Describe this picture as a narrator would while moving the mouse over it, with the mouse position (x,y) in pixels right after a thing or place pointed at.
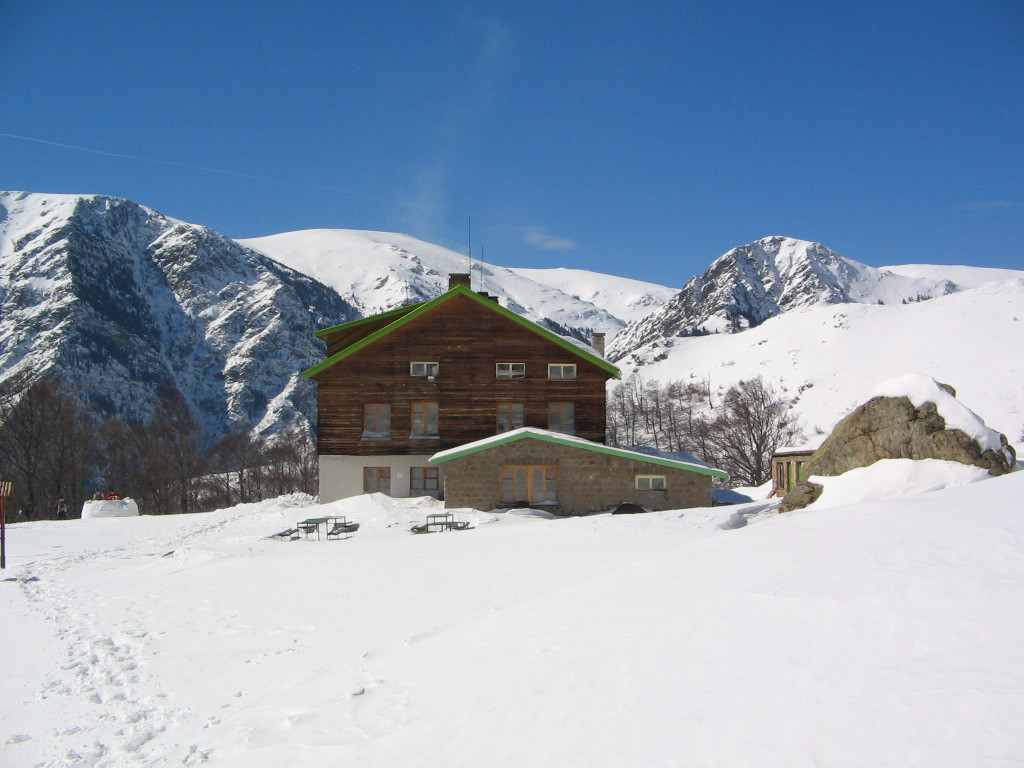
In the center of the image (456,408) we can see the houses (618,460), windows (650,491), door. In the background of the image (119,202) we can see the trees (187,433), mountains (708,354) which are covered with snow (780,329). On the left side of the image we can see a board (1,519). At the bottom of the image (341,658) we can see the snow (341,658) and benches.
